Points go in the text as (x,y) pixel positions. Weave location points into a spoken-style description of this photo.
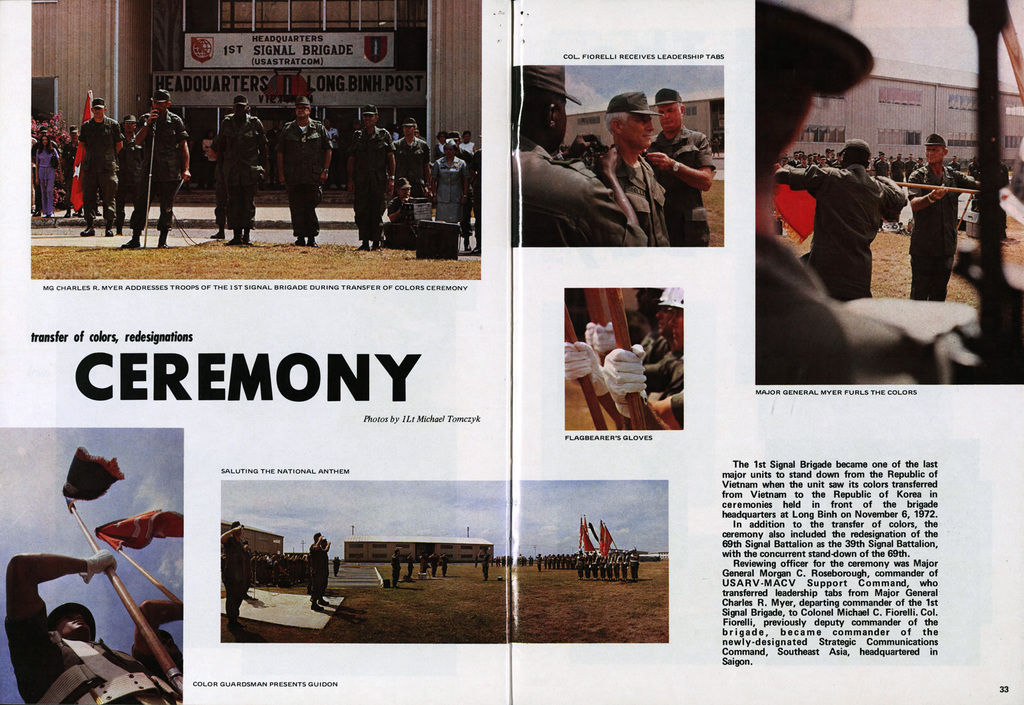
In this image I can see an article (341,667). Something is written on the article (547,394). In these image we can see people (693,164), boards (390,103), sky (147,488), flags (140,532), poles (353,529), buildings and objects (418,242).
